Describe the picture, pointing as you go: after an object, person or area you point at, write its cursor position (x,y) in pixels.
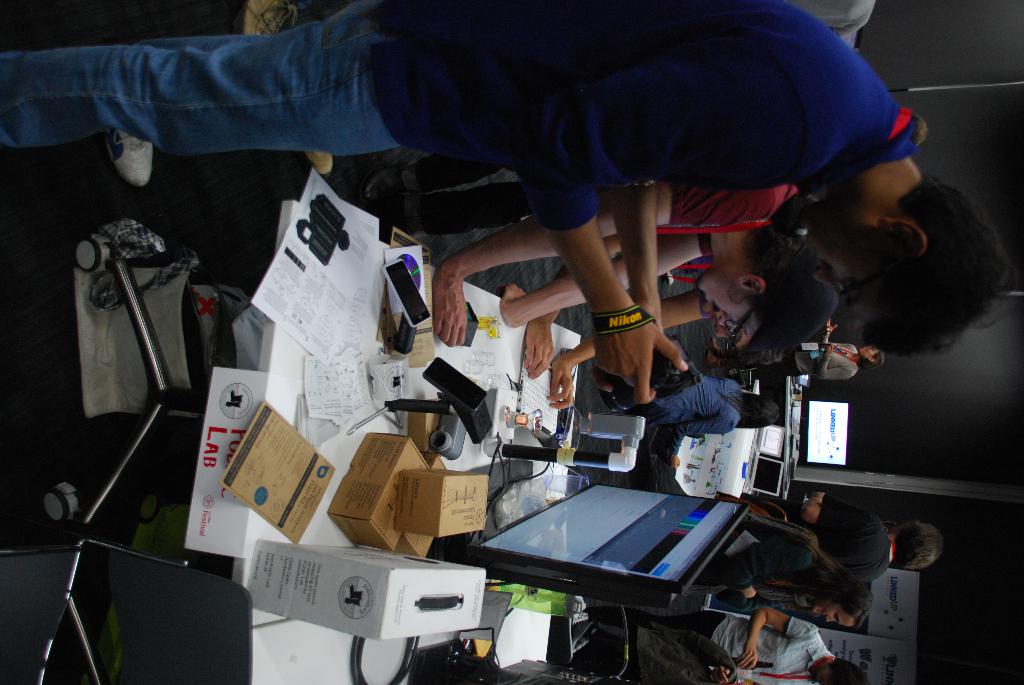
In this picture we can observe computers (619,537) placed on the tables (751,472). There are some brown color boxes (395,486), papers (356,356) and mobiles (420,318) on the white color table (313,671). We can observe some people (650,262) standing in front of this table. One of them is holding a camera (668,370) in his hands (637,349). In the background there are some people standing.
